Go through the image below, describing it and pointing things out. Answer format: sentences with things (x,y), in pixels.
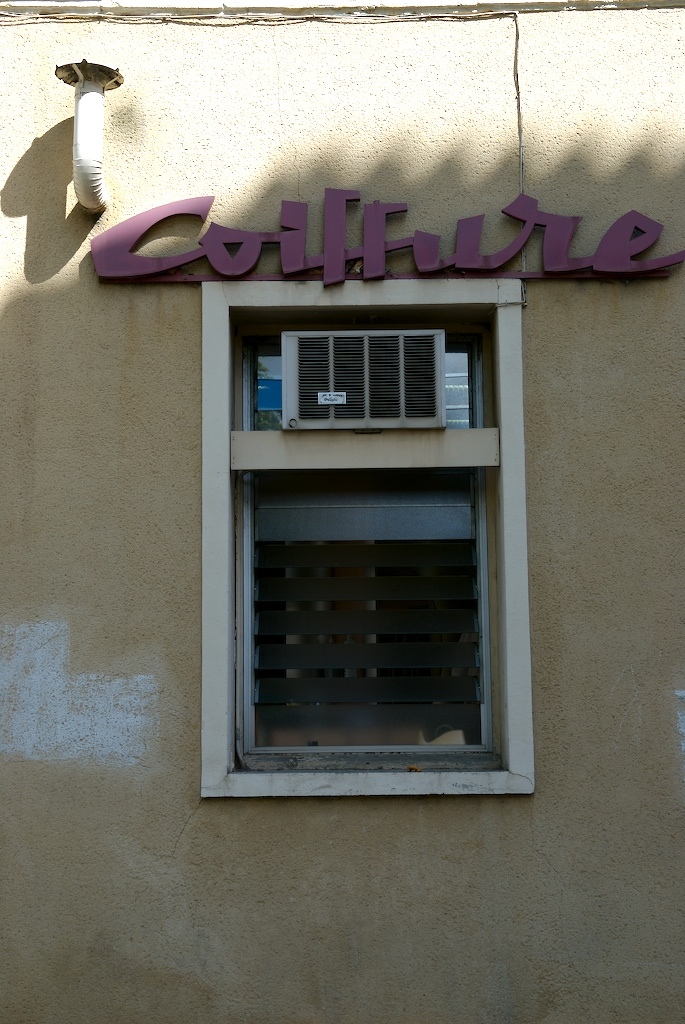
In this picture we can see a wall (153,626), there is a window (448,627) in the middle (344,378), we can also see an outdoor unit (411,377) and a pipe (84,102).
